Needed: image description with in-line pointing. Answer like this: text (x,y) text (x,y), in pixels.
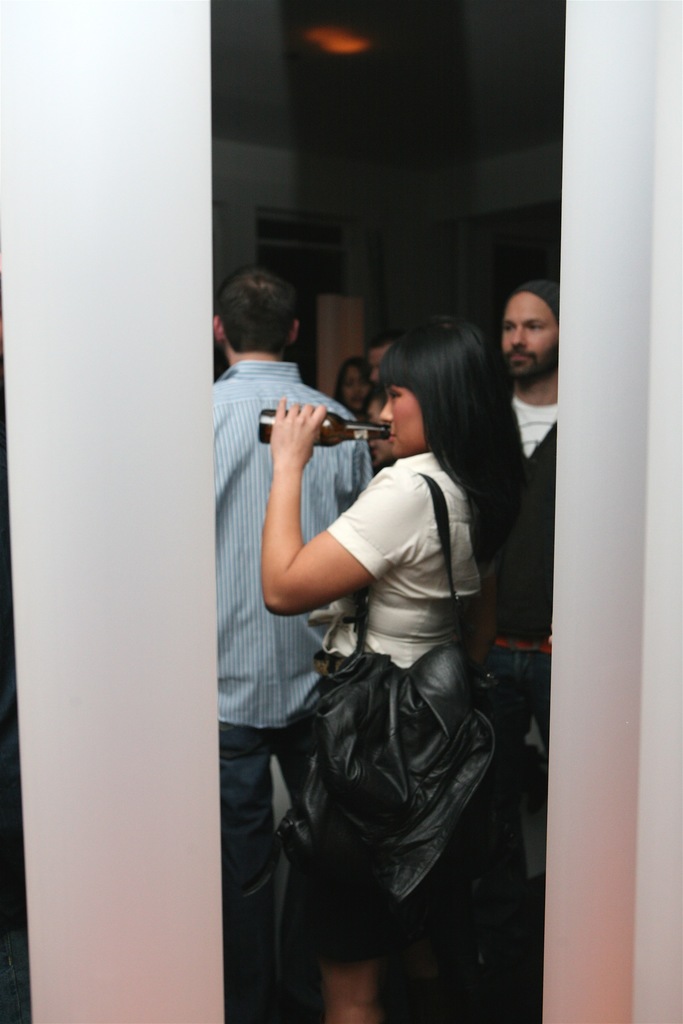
In the given image i can see a lady (429,468) holding a bottle (373,434) and behind her i can see a people (520,306) and light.
